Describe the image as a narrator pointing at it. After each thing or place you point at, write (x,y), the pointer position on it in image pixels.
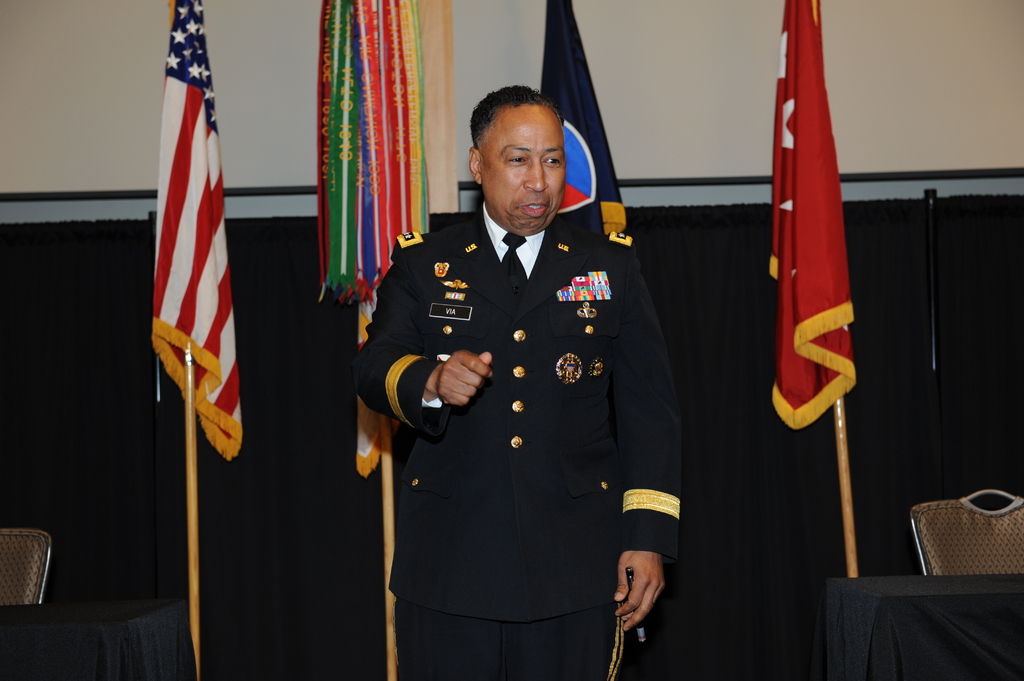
In the picture I can see a man (536,449) is standing. The man (468,456) is wearing a uniform (535,425). In the background (301,170) I can see flags (422,180), a wall (294,202) and some other objects (776,525).
